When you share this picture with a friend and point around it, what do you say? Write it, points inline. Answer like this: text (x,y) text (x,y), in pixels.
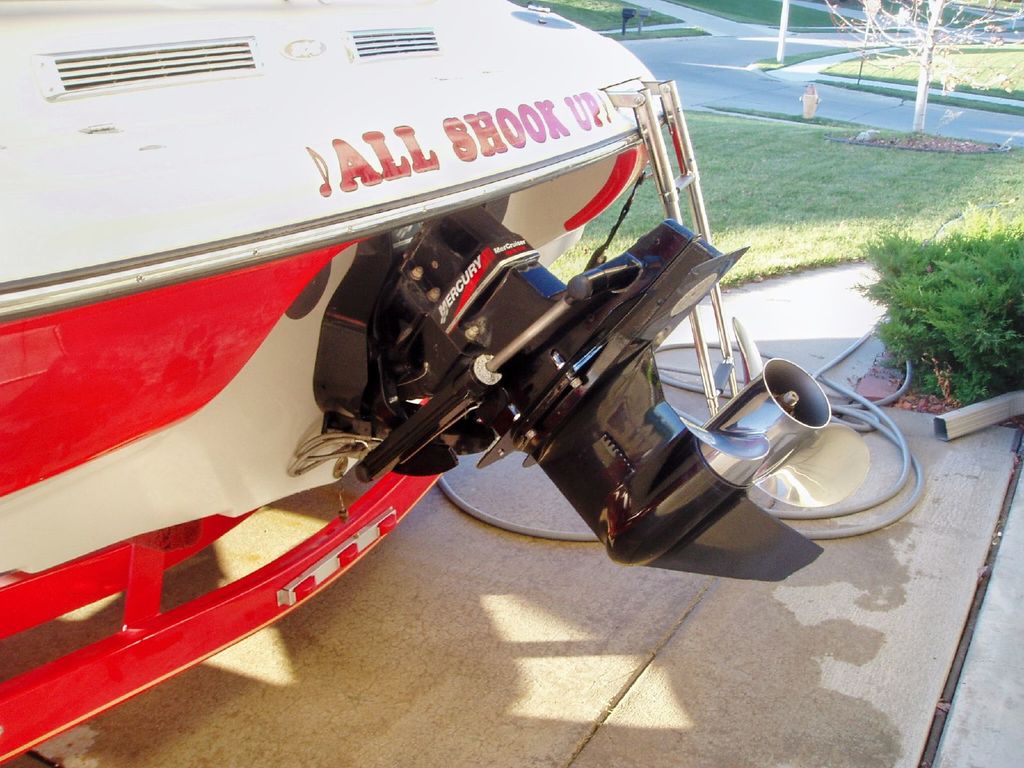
In this image I can see the pole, grass (665,35), trees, small plants (998,236) and the boat (231,280) is in red, white and black color.
